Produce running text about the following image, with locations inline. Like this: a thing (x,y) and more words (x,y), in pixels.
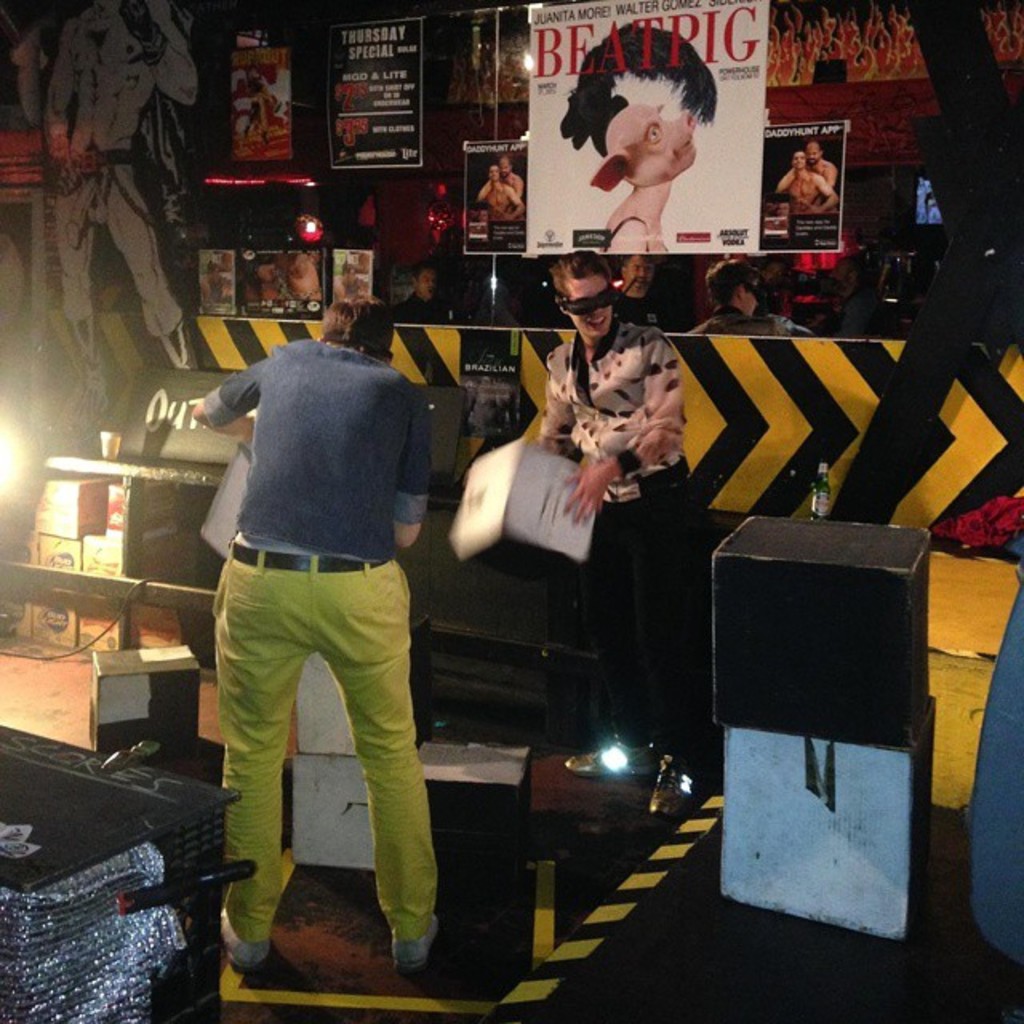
In this image we can see two persons (318,511) one is male (398,438) and the other is male (575,509) doing some work, other person (586,566) holding a box (512,452) and at the background of the image (481,420) there are some pictures (391,164) attached to the wall (65,347) and yellow color strip line (789,362).
